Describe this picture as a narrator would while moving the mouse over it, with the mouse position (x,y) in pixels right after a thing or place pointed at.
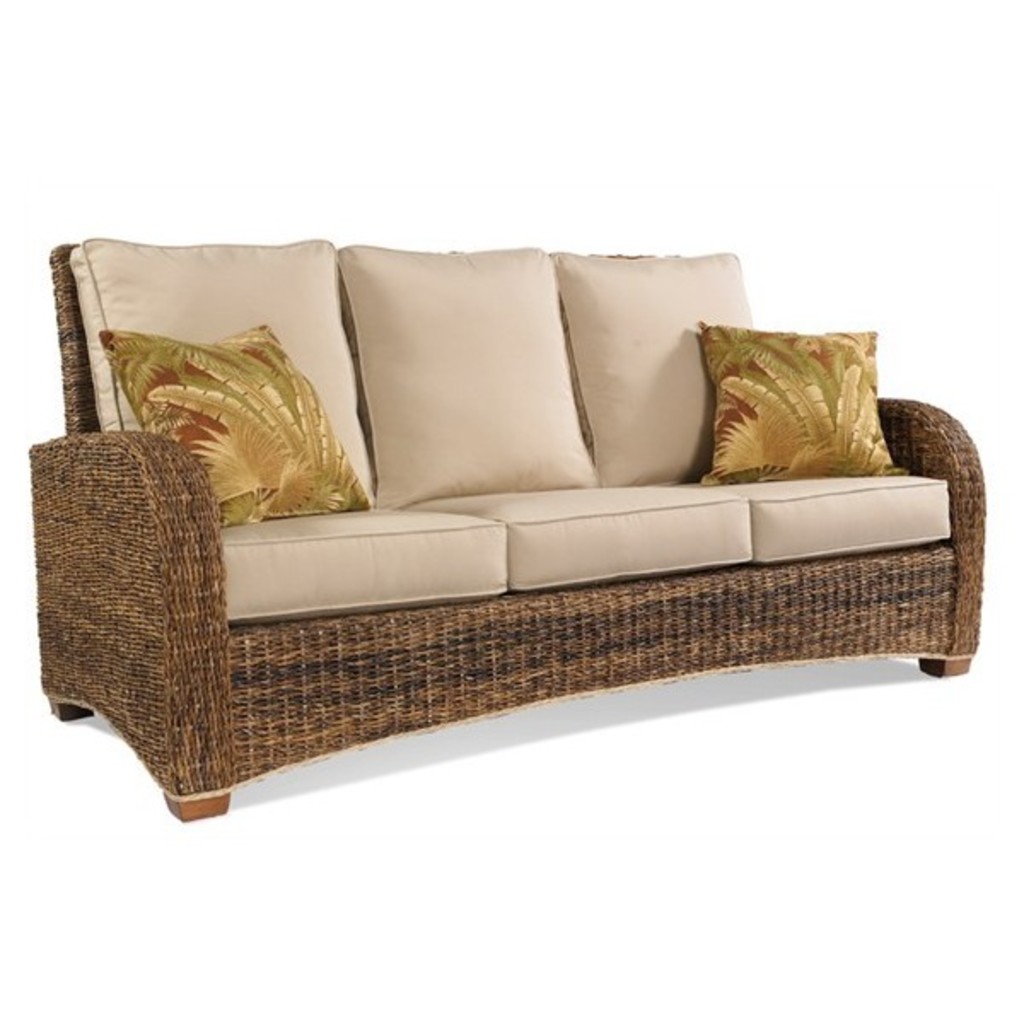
In this image there is a sofa (541,592) and on the sofa (460,453) there are cushions (515,454).
